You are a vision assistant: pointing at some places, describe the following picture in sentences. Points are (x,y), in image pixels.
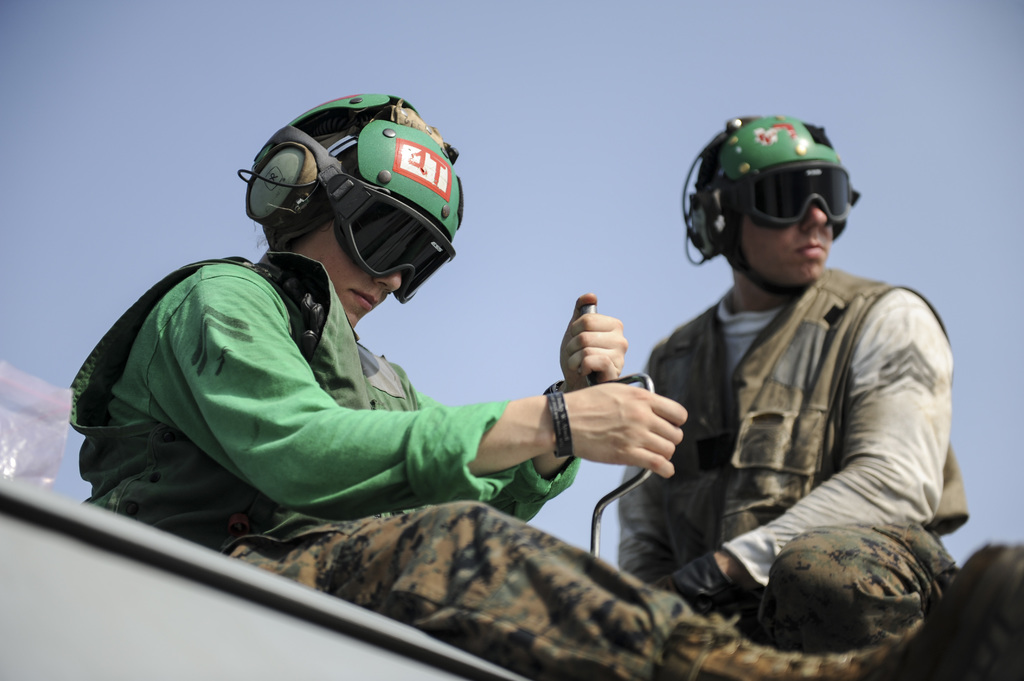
In this image we can see two persons (375,376) and the persons (375,376) are wearing helmets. Among them a person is holding an object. In the bottom left (144,610) we can see an object (180,548). At the top (551,109) we can see the sky (549,139).
